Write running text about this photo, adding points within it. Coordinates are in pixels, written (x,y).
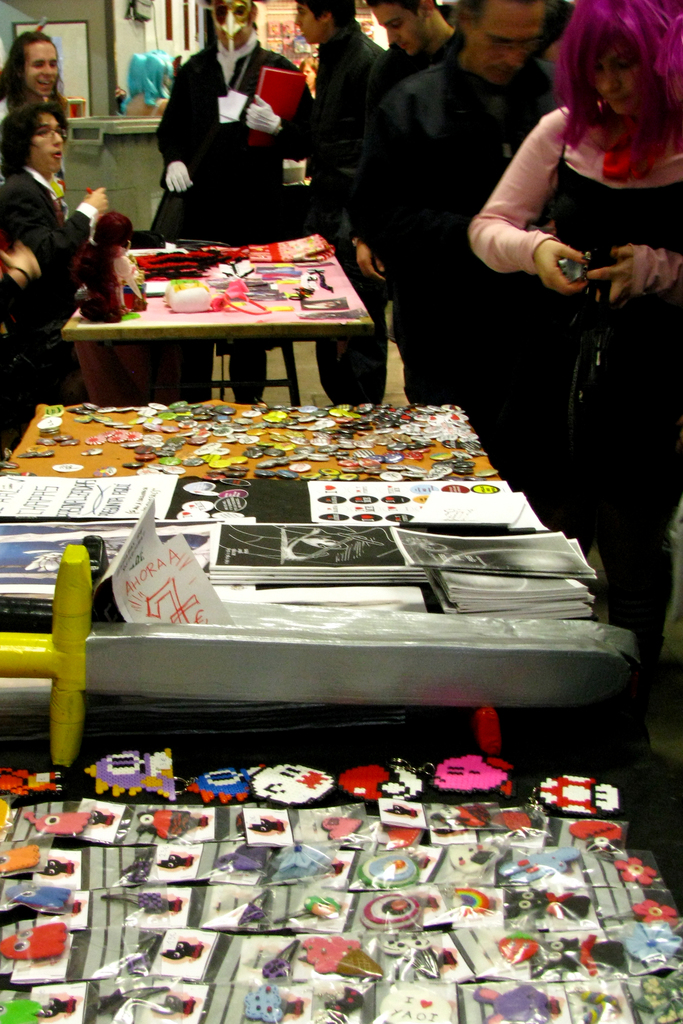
As we can see in the image there are few people (158,78) wall (75,13) and tables (208,442). On tables (203,413) there are books (262,559), papers (151,490) and covers (291,950).
